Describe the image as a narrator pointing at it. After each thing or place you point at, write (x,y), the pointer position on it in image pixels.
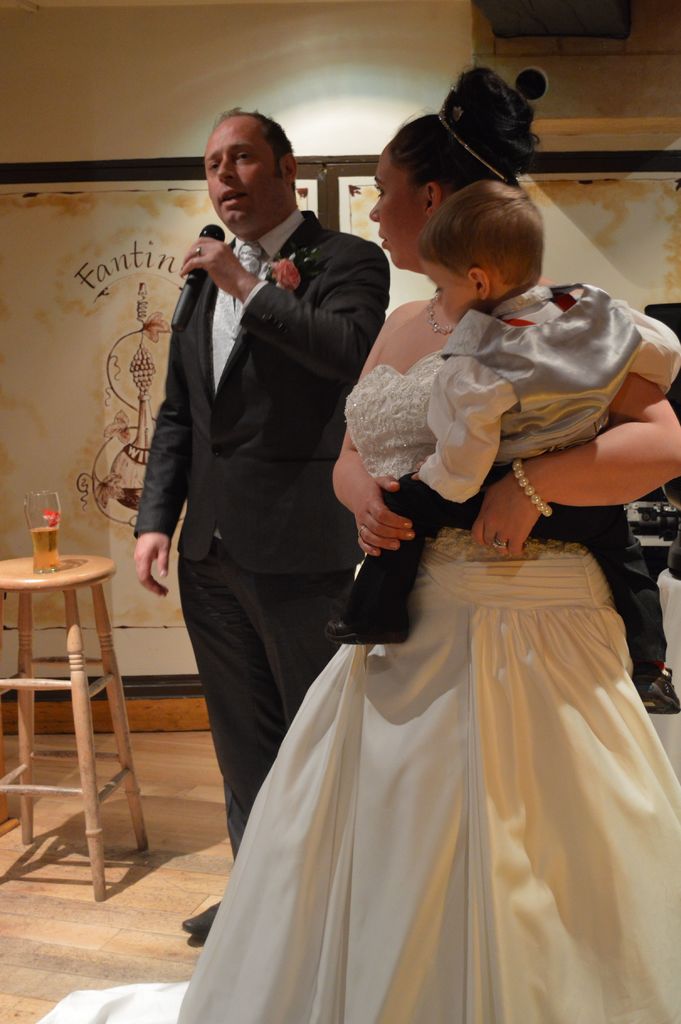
This image is taken indoors. In the background (297,101) there is a wall (335,157). At the bottom of the image (123,892) there is a floor (148,834). On the left side of the image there is a stool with a glass (45,534) of beer (49,565) on it. In the middle of the image (283,444) a man (286,414) is standing on the floor (47,744) and he is holding a mic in his hand (224,278) and a woman (443,1014) is standing on the floor (38,744) and she is carrying a baby (504,421).
